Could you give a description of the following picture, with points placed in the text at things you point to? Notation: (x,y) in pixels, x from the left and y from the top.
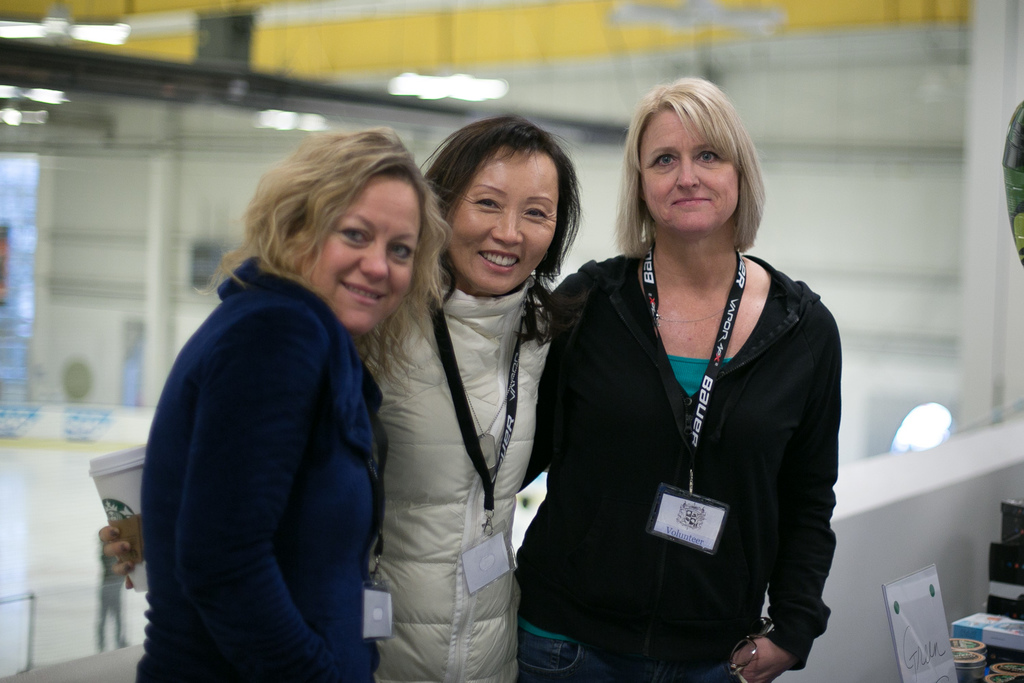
In this image there are three persons (414,244) standing, a person (208,435) holding a cup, and there are some objects (973,663) on the right side (1016,563) corner, and there is blur background (56,72).
